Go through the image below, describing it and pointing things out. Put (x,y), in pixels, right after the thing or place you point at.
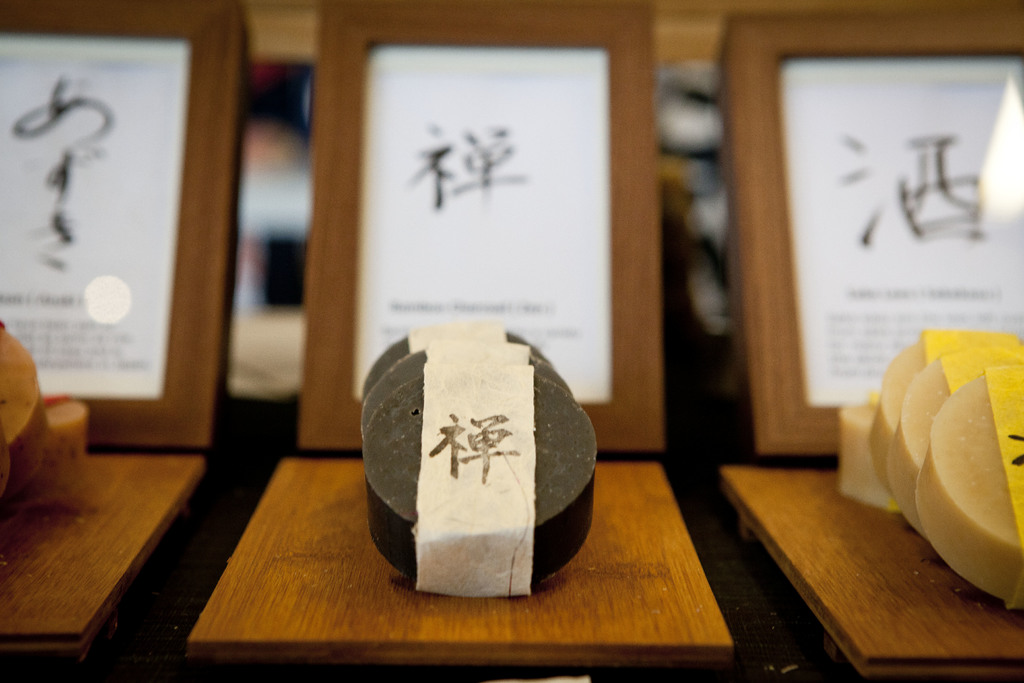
In this image I can see the food items (391,490) on the brown color surface (343,567). In the background (273,270) I can see the boards (496,98) and it is blurry.
